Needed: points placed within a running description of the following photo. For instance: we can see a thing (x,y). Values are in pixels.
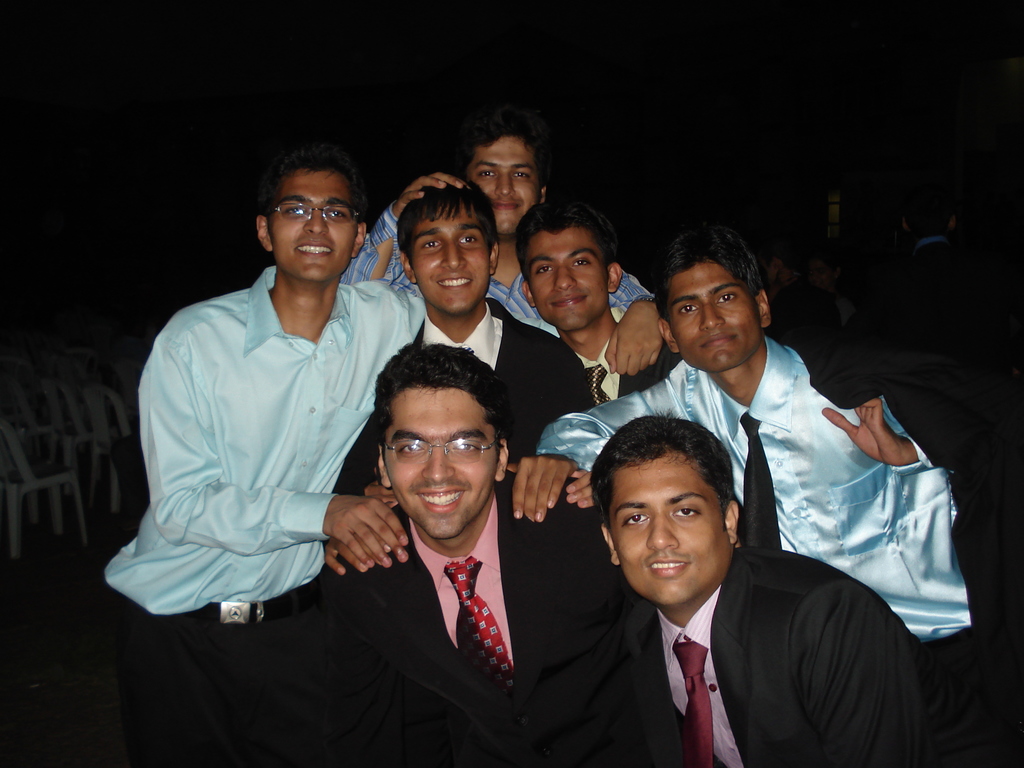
Here in this picture we can see a group of people (422,316) standing on the ground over there and we can see some of them are wearing coats (410,561) on them and all of them are smiling and behind them we can see chairs (63,357) and people (836,270) present all over there.
